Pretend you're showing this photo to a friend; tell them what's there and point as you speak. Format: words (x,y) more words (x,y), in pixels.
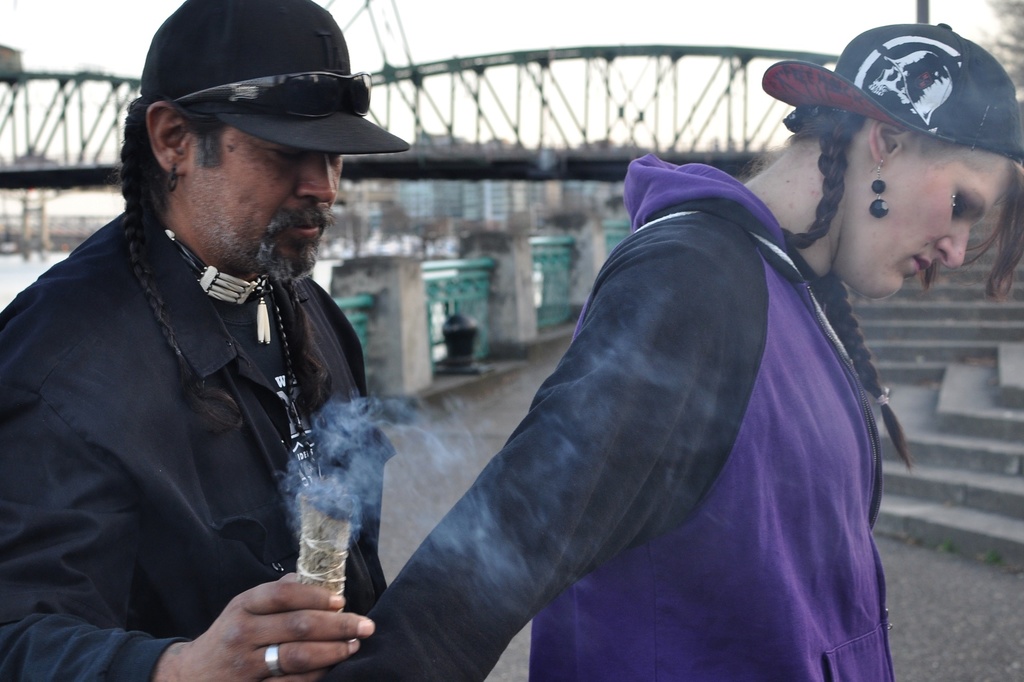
In this image in front (470,652) there is a woman (668,277). Behind her there is another person (261,421) holding some object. On the right side of the image (893,498) there are stairs (972,391). In the center of the image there is a bridge (728,88). In the background of the image (499,256) there are pillars (491,275). There is a metal fence (443,274). There is water (44,253). There are buildings (480,197). At the top of the image (589,17) there is sky (605,1).
